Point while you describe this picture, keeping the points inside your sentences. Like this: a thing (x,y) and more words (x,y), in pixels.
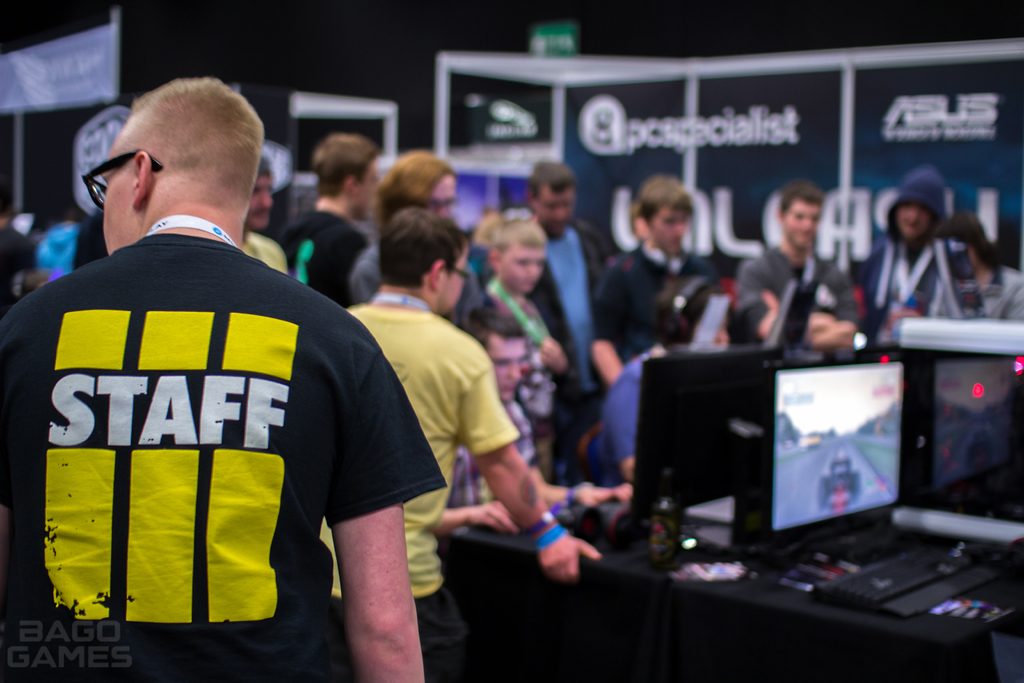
In this picture, we see many people (576,290) standing. The man (462,487) in the middle of the picture (464,454) wearing white and red check shirt (458,469) is sitting on the chair (586,463) in front of the table (640,573). On the table (552,586), we see monitors (648,508), keyboards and the CPU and he is operating it. Beside him, a man (618,421) in the blue t-shirt (622,409) is wearing a headset (706,282). Behind them, we see a board (628,172) in black color with some text (621,195) written on it. The man (128,649) on the left corner of the picture (282,460) wearing black t-shirt (175,382) is standing and he is even wearing spectacles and an ID card (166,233).
